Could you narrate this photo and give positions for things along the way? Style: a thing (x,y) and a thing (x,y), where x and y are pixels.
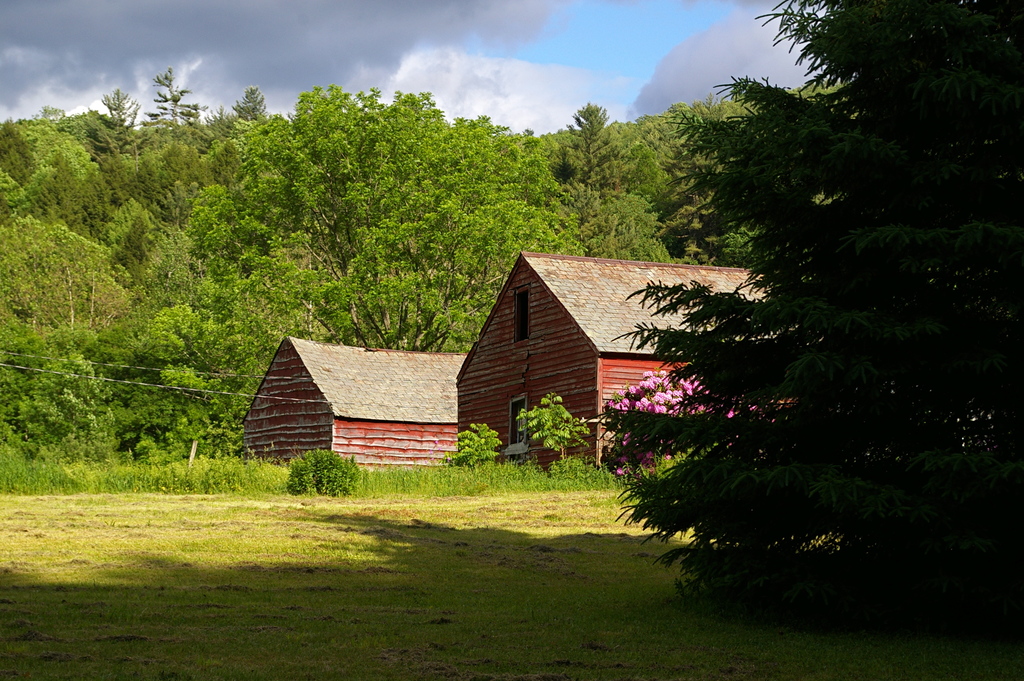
In the picture we can see some houses (436,394), trees (40,290) and in the background of the picture (472,100) there is cloudy sky (557,39).
